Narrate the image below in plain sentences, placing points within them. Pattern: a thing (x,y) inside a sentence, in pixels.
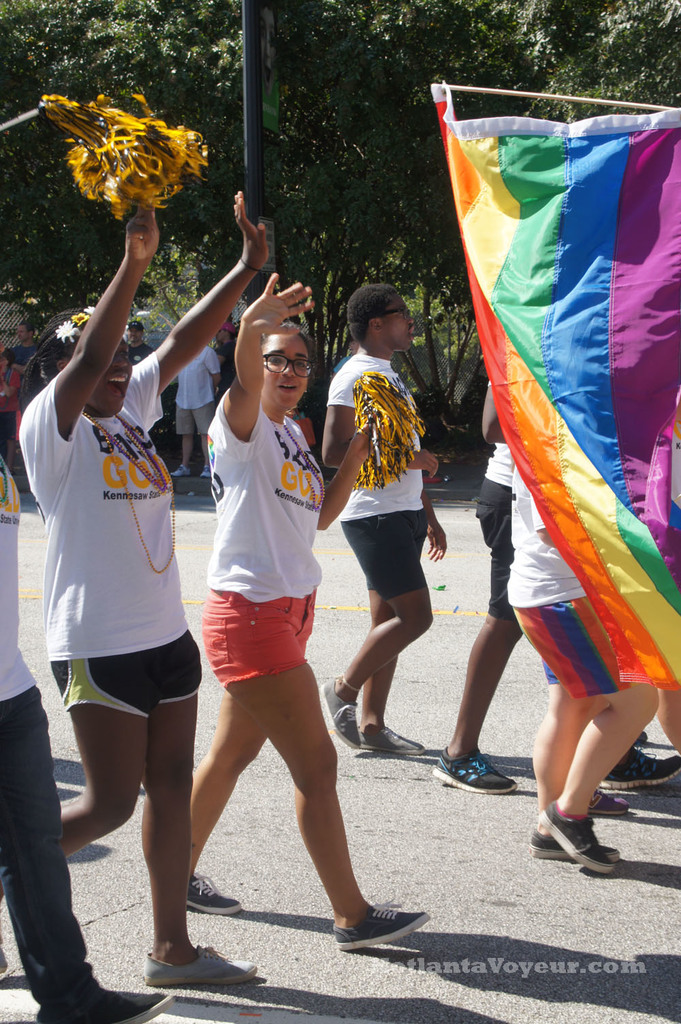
In this image we can see men (380,494) and women (313,528) are walking on road (468,951) and cheering. Right side of the image (584,386) one flag (590,336) is there. Background of the image (493,42) tree (238,57) are present and one pole (261,134) is there.
